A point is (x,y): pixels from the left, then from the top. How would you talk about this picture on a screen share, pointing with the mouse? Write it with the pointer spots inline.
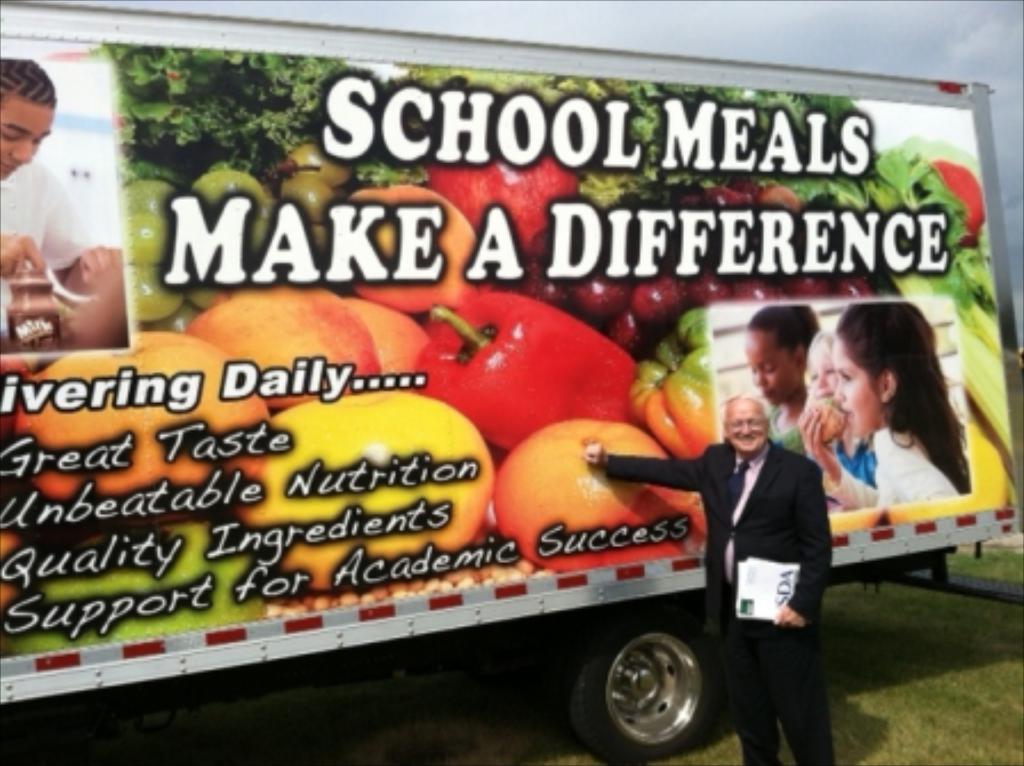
In this image we can see vehicle (831,151), advertisement (831,314), person (754,502) and grass (938,675). In the background (459,17) there is sky (858,28).
